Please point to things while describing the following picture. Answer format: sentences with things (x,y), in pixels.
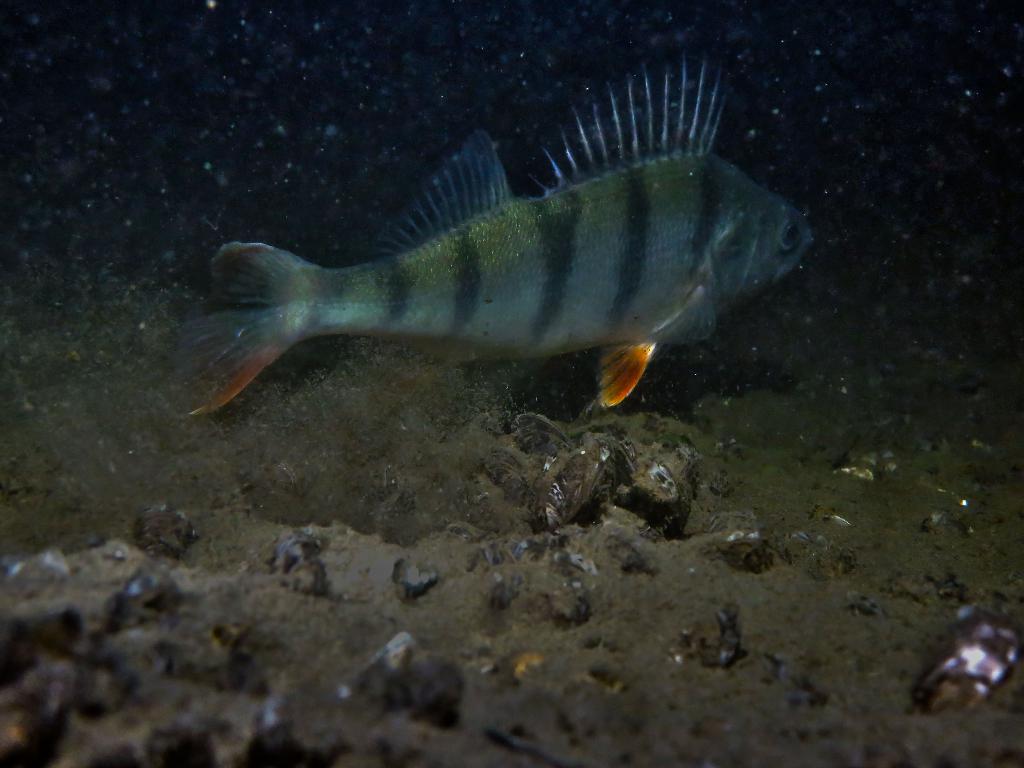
In this image I can see fish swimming in the water (1023,264).
